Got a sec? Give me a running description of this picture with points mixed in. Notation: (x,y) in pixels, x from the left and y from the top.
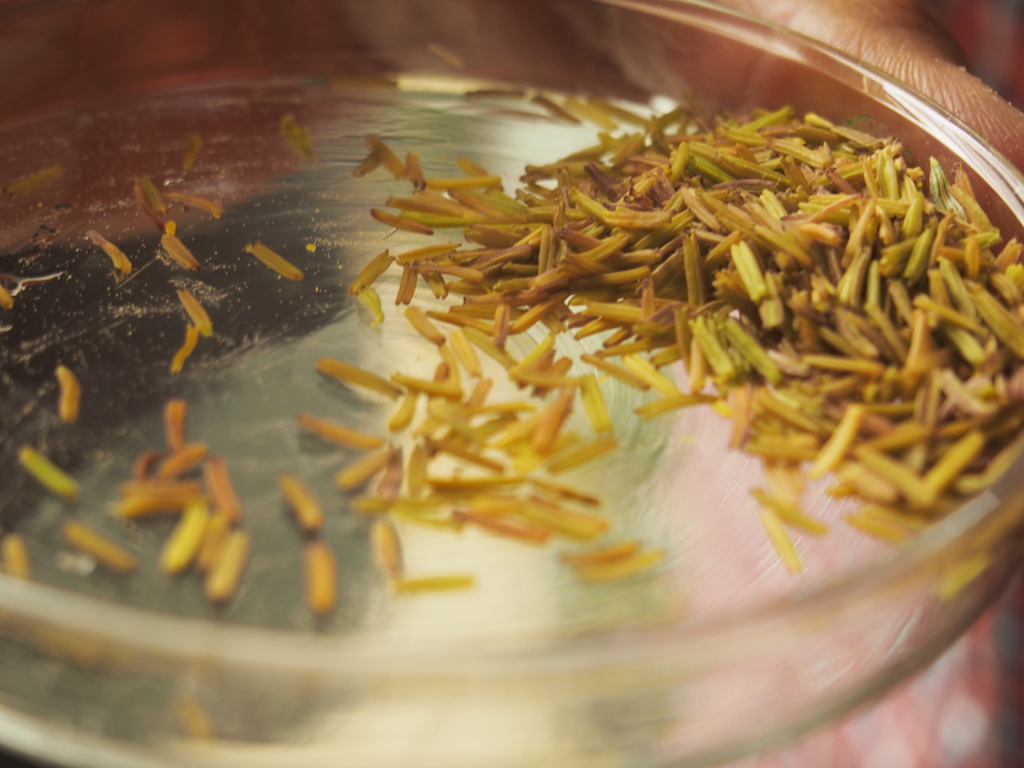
In this image there is food (558,459) in the utensil (624,451), there is a person's hand (904,61) towards the top of the image (862,43), there is an object (866,720) towards the bottom of the image (928,710).
